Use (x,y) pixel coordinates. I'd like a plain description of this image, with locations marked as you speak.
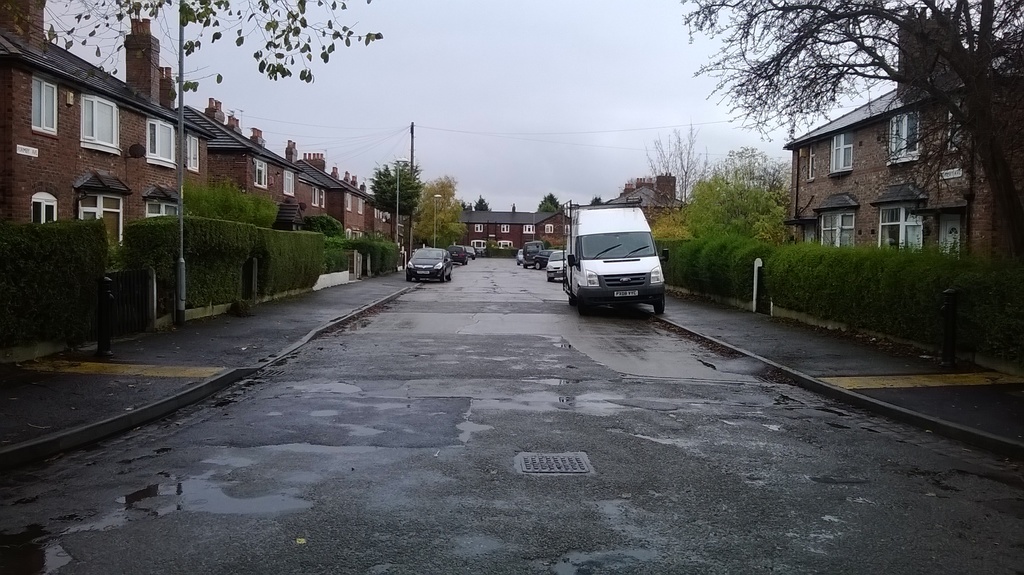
In this picture we can see vehicles (590,297) on the road (649,395), footpaths (907,405), trees (407,187), buildings (954,159) with windows (884,236), poles (435,205) and in the background (599,143) we can see the sky (561,143).
